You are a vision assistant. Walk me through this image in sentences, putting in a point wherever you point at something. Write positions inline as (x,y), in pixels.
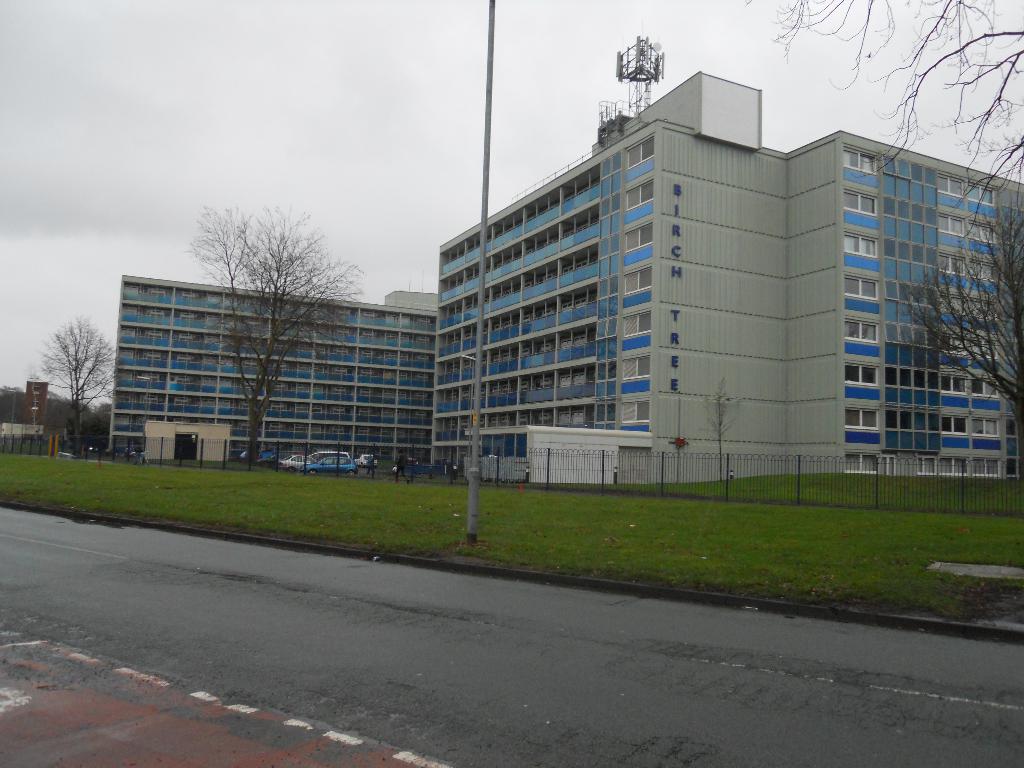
In the center of the image (513,318) we can see buildings (365,403), cars (362,461), trees (0,411). At the bottom of the image (319,753) we can see grass (398,503), road (395,665) and fencing (565,478). In the background (522,142) we can see sky (403,127) and clouds (389,142).
